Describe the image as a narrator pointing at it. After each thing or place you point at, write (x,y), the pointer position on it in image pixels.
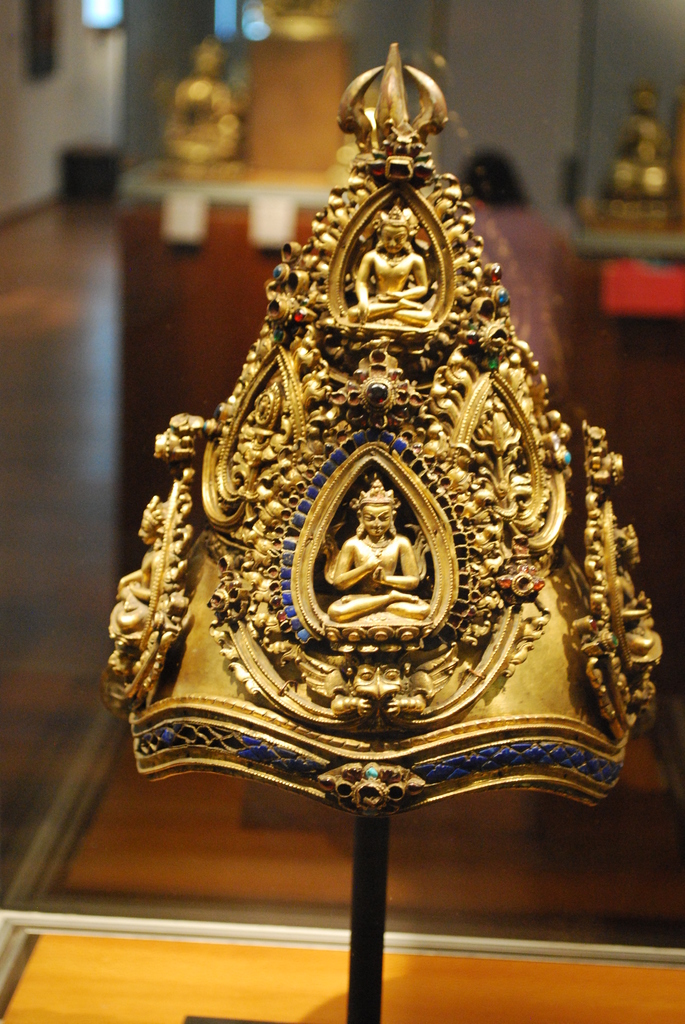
In this image, we can see a crown (398,555). In the background (90,660), image is blurred.
